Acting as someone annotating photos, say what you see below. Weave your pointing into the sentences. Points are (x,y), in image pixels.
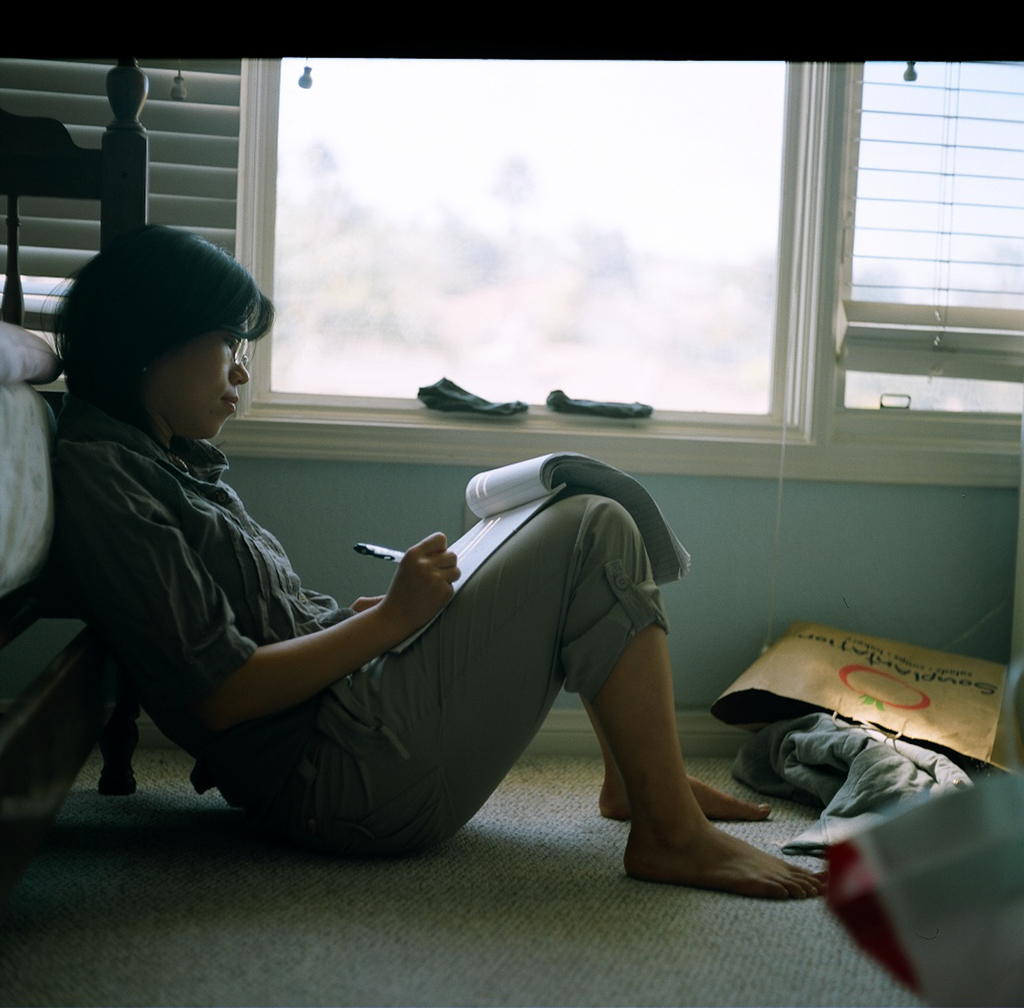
There is a woman (275,607) who is sitting, keeping a book (530,502) on her lap (413,639), holding a pen (380,546) and writing on the book (463,549) and leaning on the bed (53,449), which is having mattress (42,438) and pillows (39,356), near a window (351,136) and other objects (956,696), which are on the floor (591,997).
